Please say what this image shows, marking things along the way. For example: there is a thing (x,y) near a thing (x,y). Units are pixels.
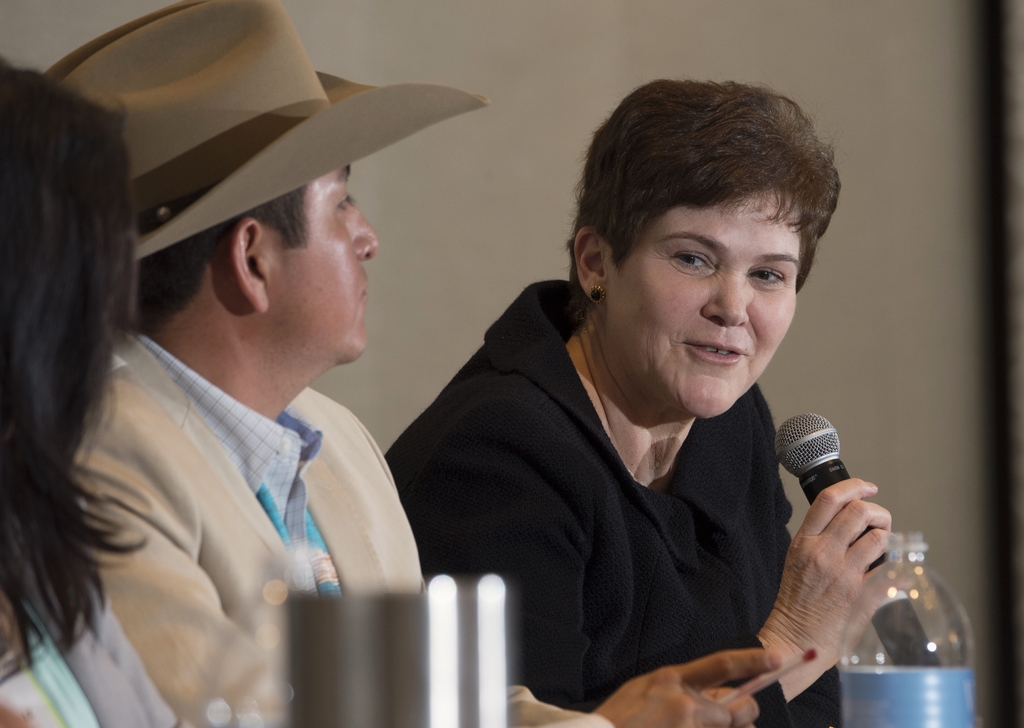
This picture is clicked inside the room (481,321). There are three people (344,502) sitting on chair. Woman (704,465) on the right corner of the picture (734,527) wearing black jacket (570,475) is holding microphone (783,442) in her hands (844,531) and she is talking on it. In front of them, we see a water bottle (940,622) and beside her, we see man (231,451) in cream blazer (175,480) is wearing hat (298,81). Behind them, we see a white wall (500,137).
